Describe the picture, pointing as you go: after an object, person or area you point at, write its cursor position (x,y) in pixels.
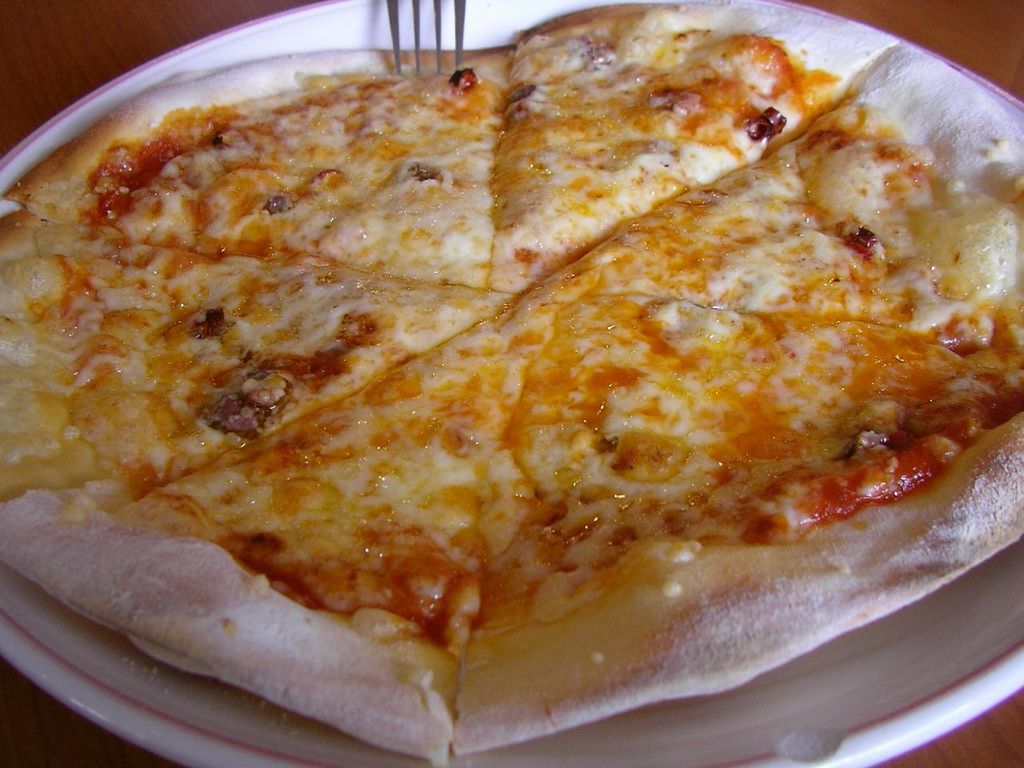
In this image, we can see some food (12,288) on the plate (330,729) and we can see a fork (416,21).
